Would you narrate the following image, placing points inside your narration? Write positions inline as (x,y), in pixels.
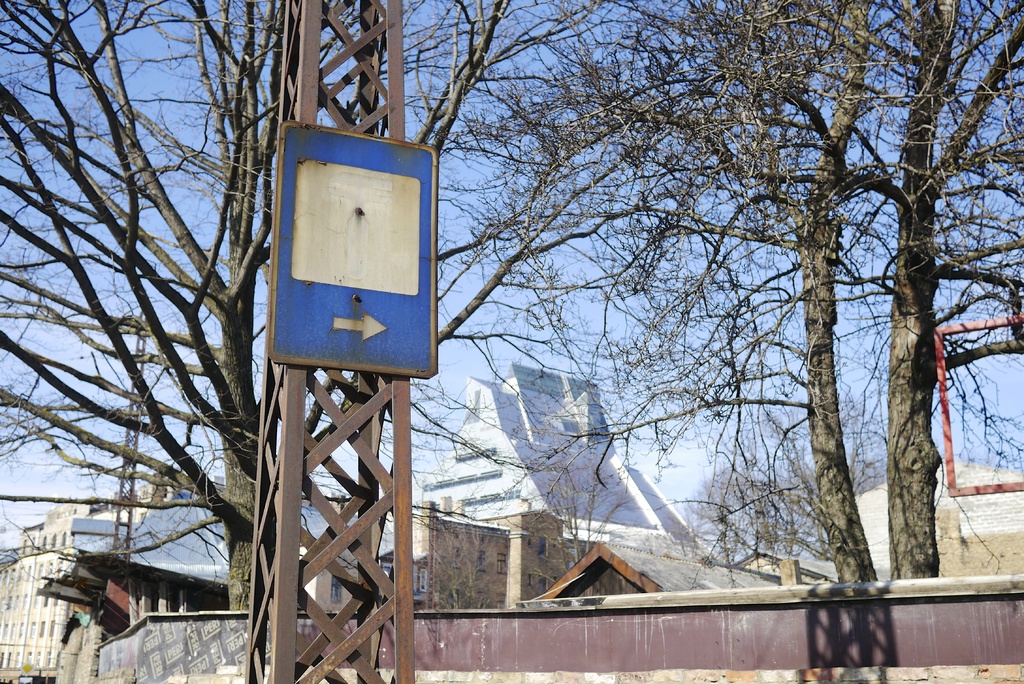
In this picture we can see the sign board (377,355), tower (318,499), building (592,494), trees (744,475), wall (749,674) are present. At the top of the image (469,181) sky (481,169) is there.
